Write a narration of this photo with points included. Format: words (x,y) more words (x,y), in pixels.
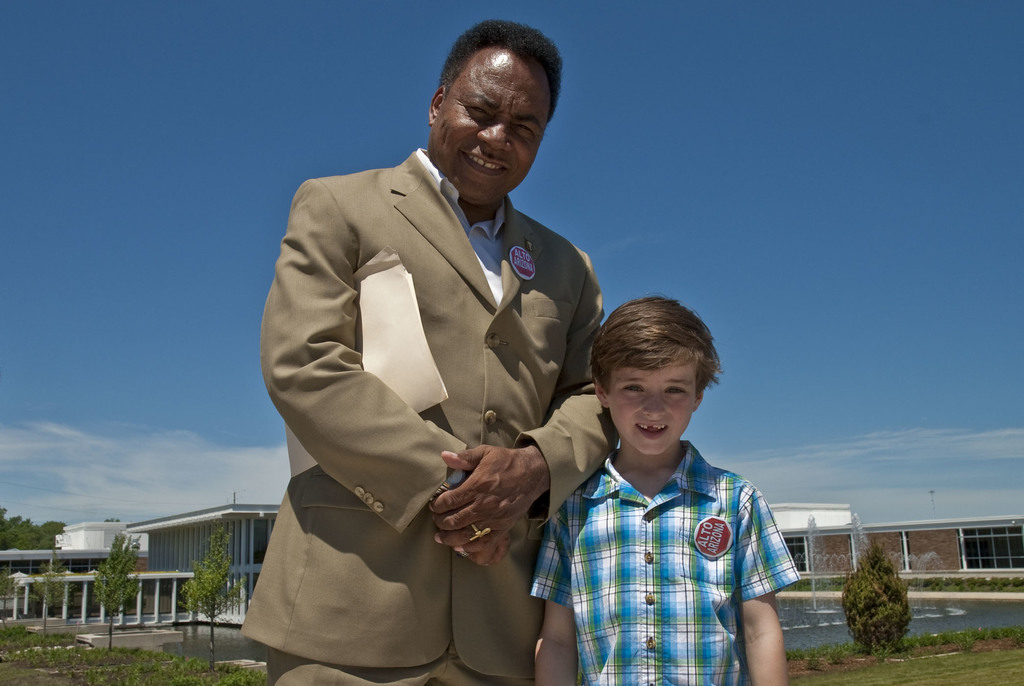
In the foreground of this image (593,510), there is a man (475,437) holding few papers (395,344) under the arm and beside him there is a boy (621,556). In the background (831,556), there is fountain (809,598), trees (845,590), grass (136,668), buildings (961,541), sky (169,454) and the cloud (143,455).
